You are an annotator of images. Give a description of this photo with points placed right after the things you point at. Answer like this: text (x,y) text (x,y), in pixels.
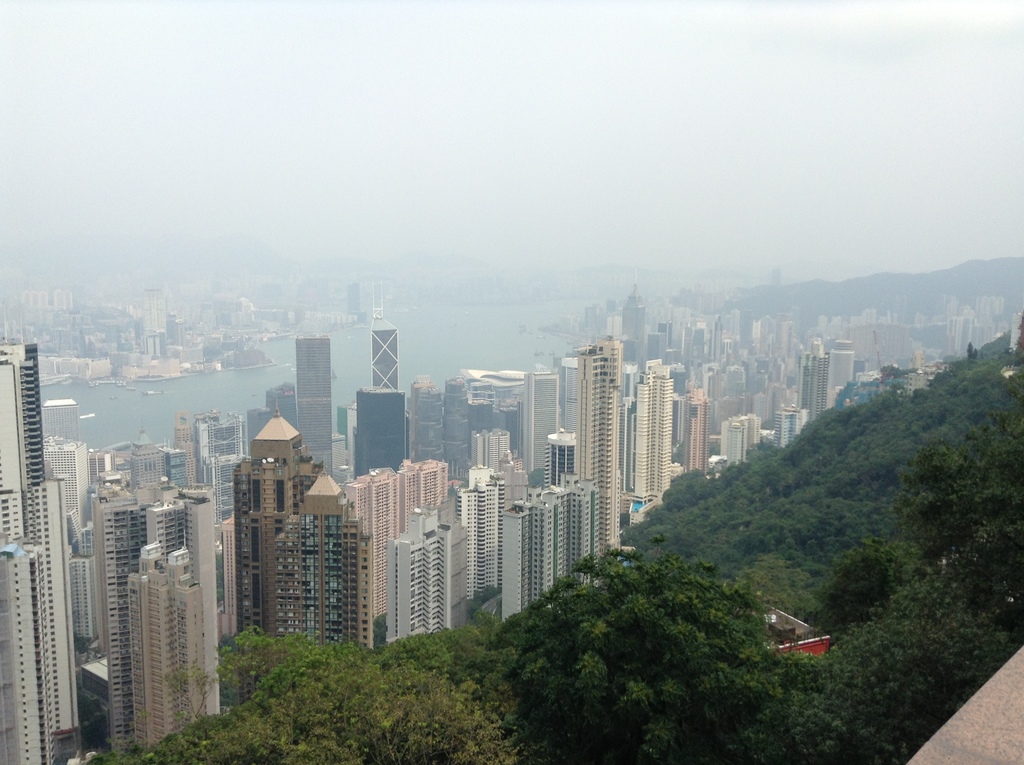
In this image there are trees (654,674), buildings (497,507), in the middle of the buildings (540,457) there is a lake (343,376). In the background (551,190) there is the sky (540,247).
